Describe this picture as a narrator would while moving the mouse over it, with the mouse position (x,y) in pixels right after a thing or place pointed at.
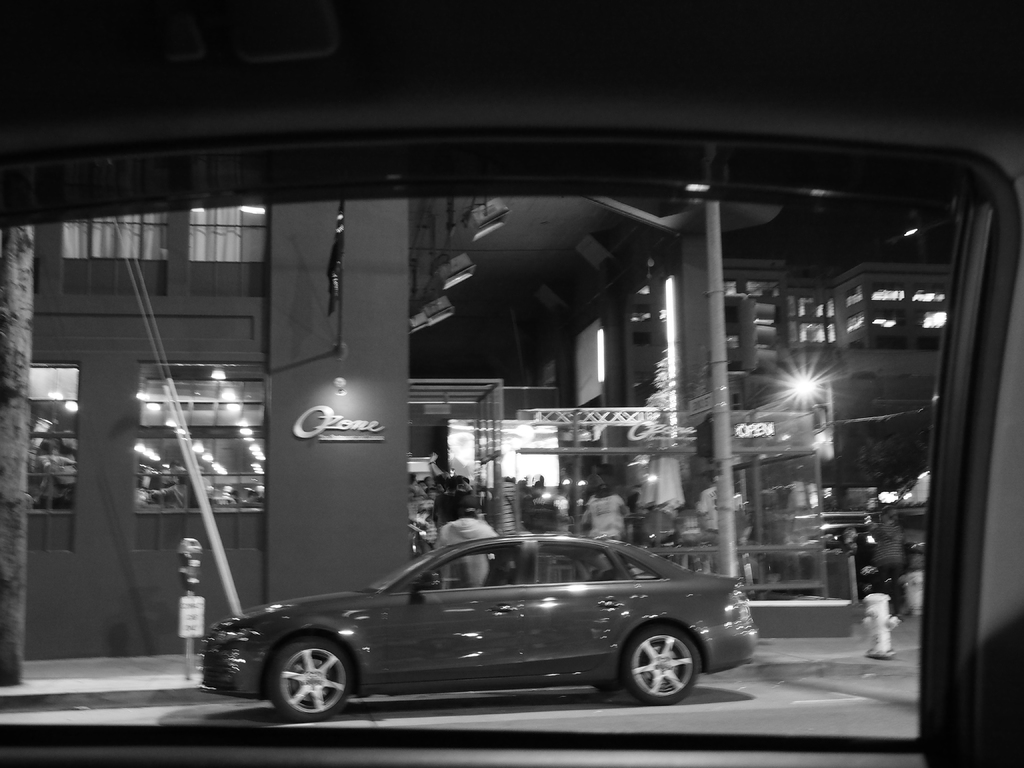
Here in this picture, in the front (513,161) we can see a window (710,209) of a vehicle (716,253), through which we can see a car (421,618) present on the road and in front of that we can see a parking meter (186,564) present and beside that we can see buildings (397,408) with windows (761,289) present over there and we can also see number of people (468,525) standing and walking on the road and we can see a pole (708,249) present in the middle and we can also see a light post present and we can see plants (893,480) and trees (880,485) present.
